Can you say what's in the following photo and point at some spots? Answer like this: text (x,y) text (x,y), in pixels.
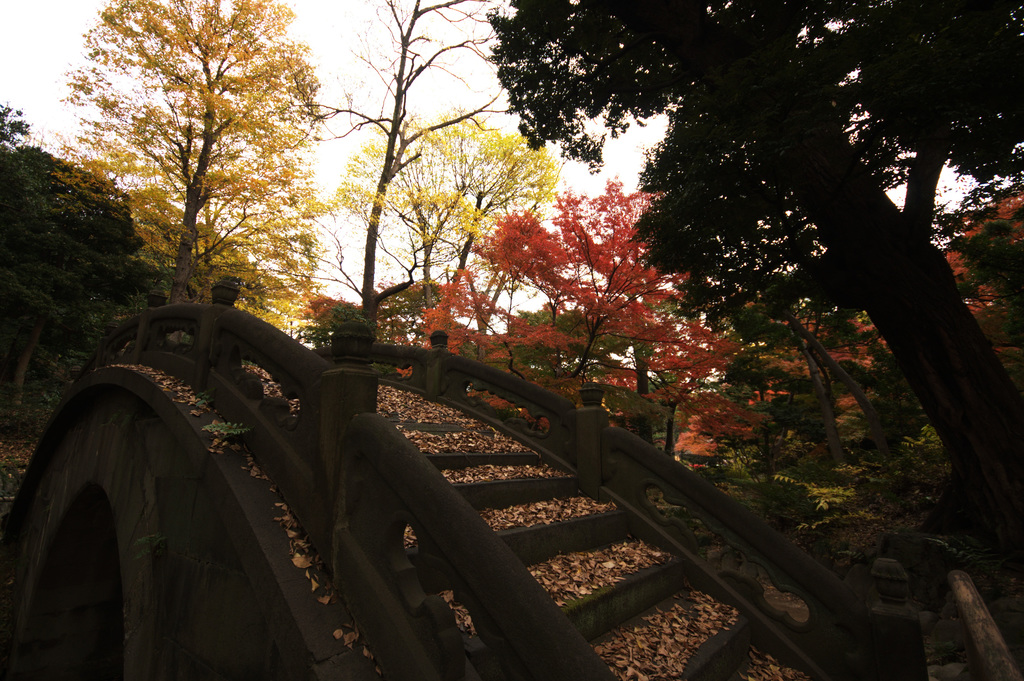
In this image in the front (247,466) there is a stone bridge (294,485) and in the center (523,453) there are dry leaves (499,465) on the ground (577,506) and in the background (443,263) there are trees (515,233).
